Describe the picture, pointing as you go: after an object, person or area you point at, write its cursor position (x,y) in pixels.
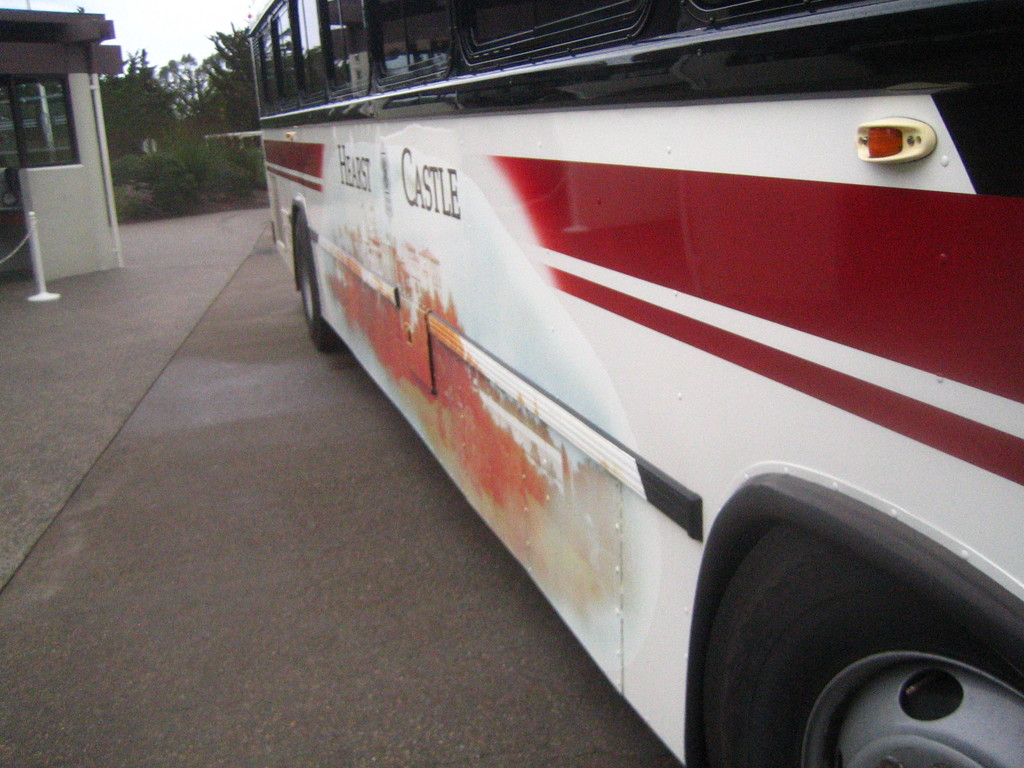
In this image, at the right side (830,512) we can see a bus (647,437), at the left side (90,212) there is a house (82,85) and there are some trees (173,128), at the top (178,19) there is a sky (172,51).
